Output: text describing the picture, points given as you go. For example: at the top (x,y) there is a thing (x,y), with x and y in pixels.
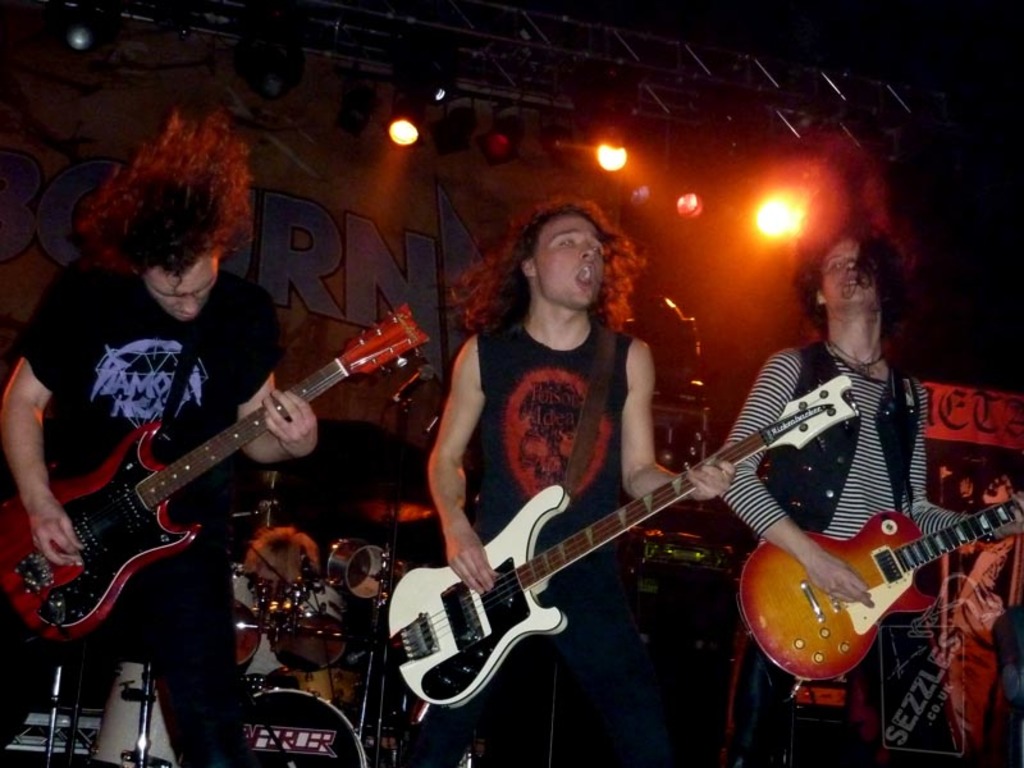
This looks like a stage performance. There are three people (492,374) standing and playing guitar (454,614). These are the drums (323,613). At background (361,222) I can see a poster (423,235). These are the show lights (616,166) hanging at the rooftop (640,137). At the right side (954,408) I can see the banner (955,626).
